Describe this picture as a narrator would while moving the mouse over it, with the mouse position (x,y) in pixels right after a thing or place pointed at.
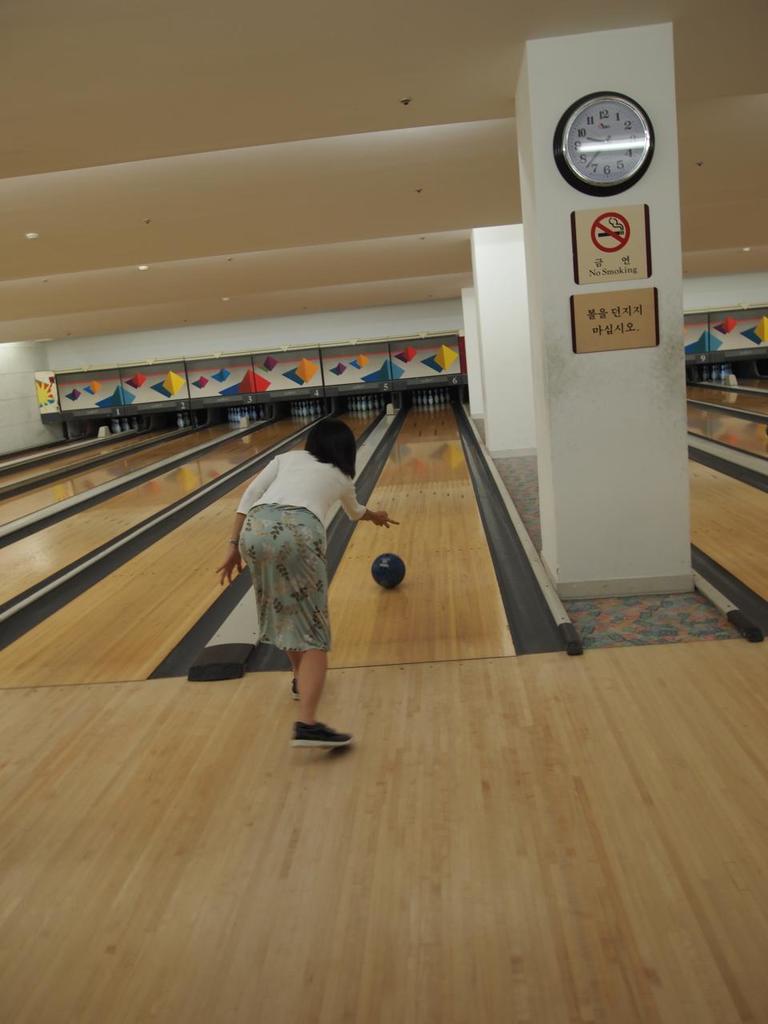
In this image we can see a person (256,570) playing bowling. There are pillars (510,443). Also there is a pillar (609,418) with clock (569,138) and sign boards (591,276).
